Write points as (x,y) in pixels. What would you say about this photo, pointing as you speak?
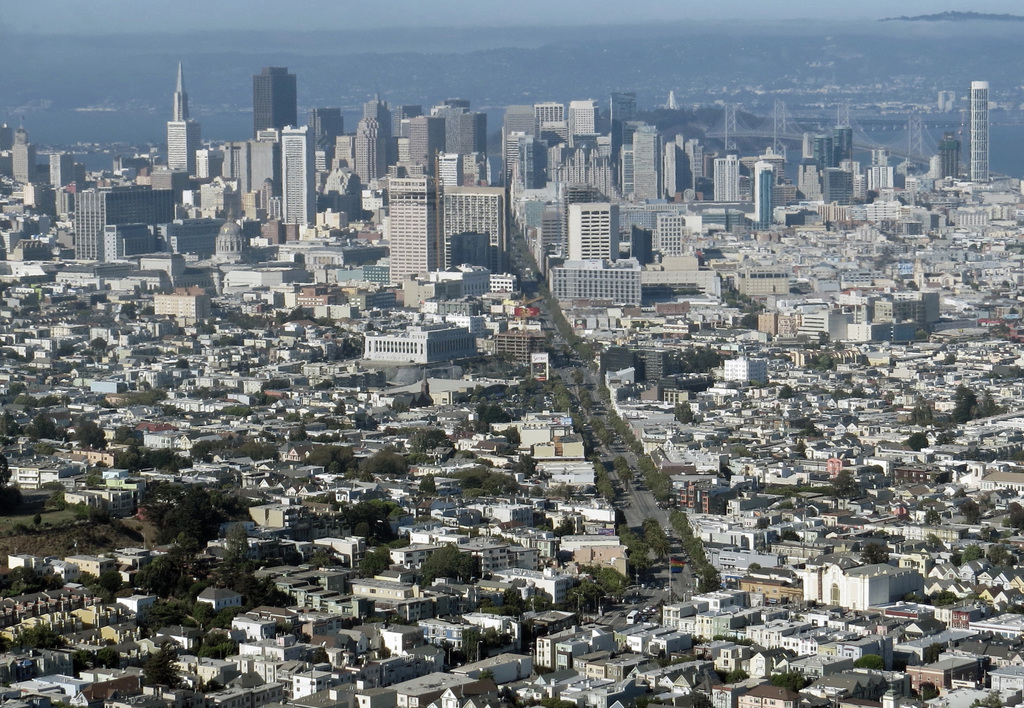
In the image I can see so many buildings (276,364), trees (618,507), vehicles (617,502) are on the road (665,527), this picture is taken from top view.
